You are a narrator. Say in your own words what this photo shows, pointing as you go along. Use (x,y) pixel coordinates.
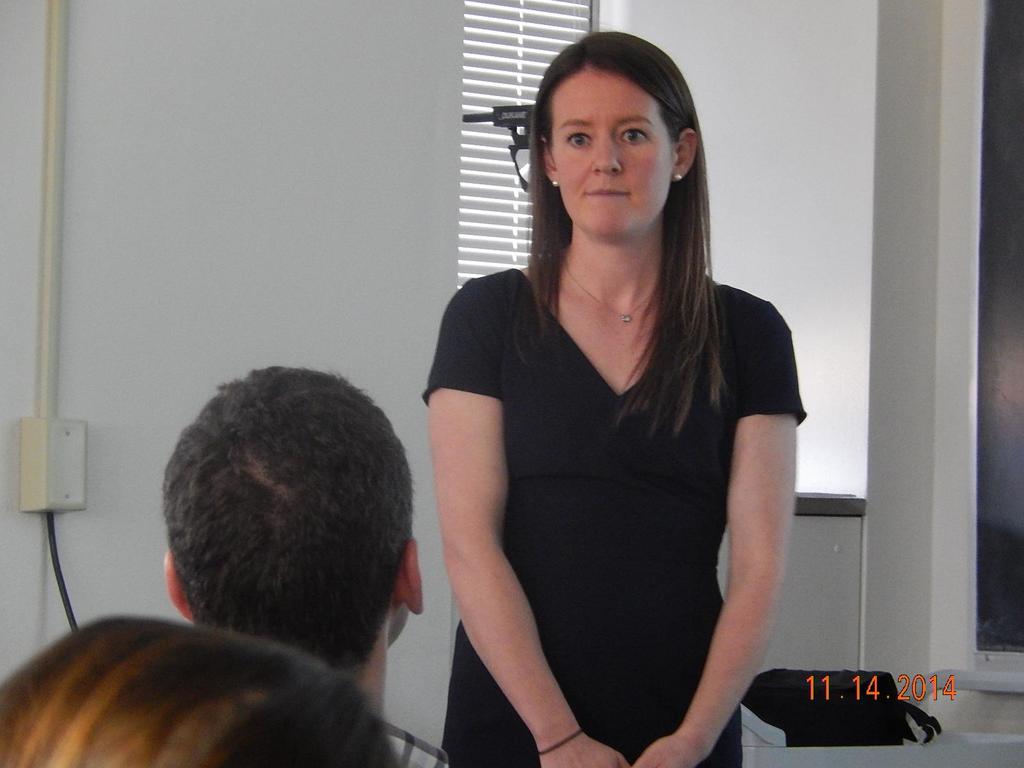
In this image I can see a woman (616,246) wearing a black color dress (667,581) and in front of her I can see two heads (21,728) and in the background (286,309) I can see the white color wall (359,102) and window (530,45) and a pipe line (46,187) attached to the wall (67,178) on the left side (62,181).
